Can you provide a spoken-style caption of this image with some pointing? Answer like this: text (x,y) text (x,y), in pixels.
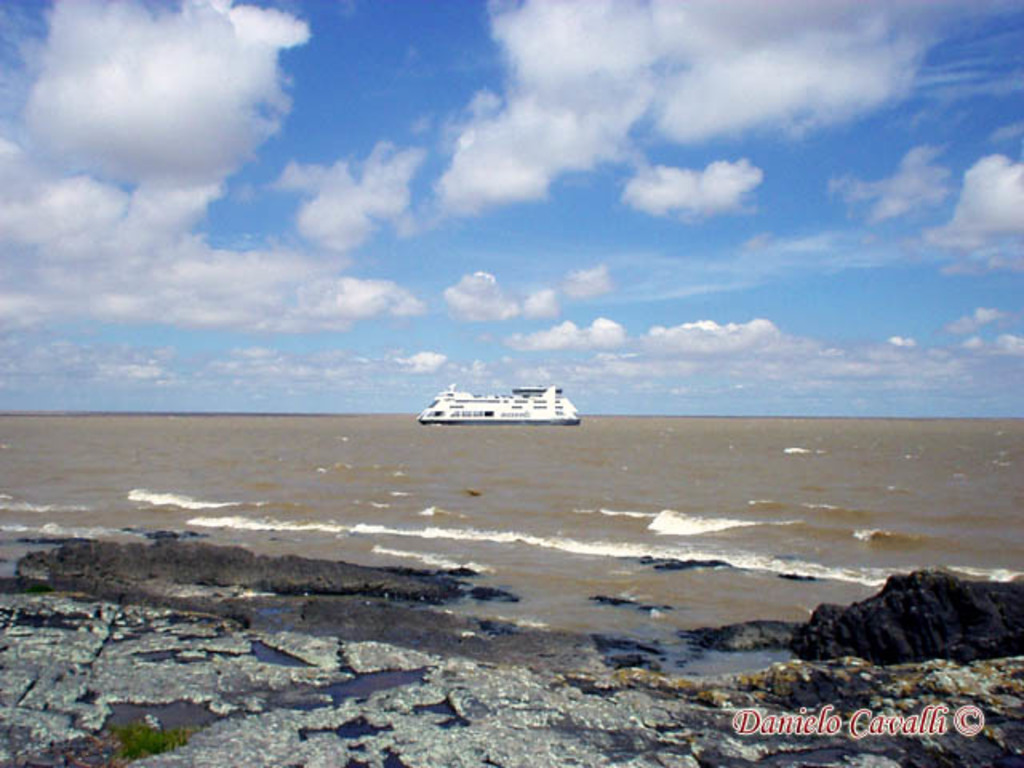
In this image there is the sky (563,224) truncated towards the top of the image (539,104), there are clouds (563,170) in the sky (612,156), there is a sea (436,489) truncated, there is a ship (499,418) on the sea (500,427), there are rocks (931,591) truncated towards the right of the image (923,648), there is plant (142,748), there are rocks (263,702) truncated towards the bottom of the image (483,725), there is text (869,720) towards the bottom of the image (861,716).
